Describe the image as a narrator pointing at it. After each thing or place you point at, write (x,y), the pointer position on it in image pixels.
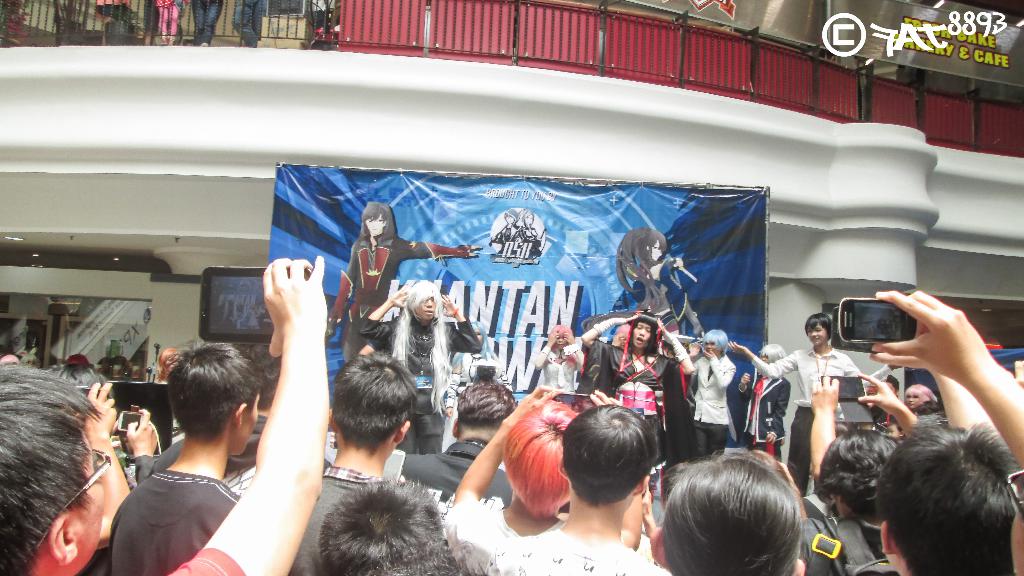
There is a crowd (643,431). Some are holding mobiles (862,335). In the back (559,326) there are few people (559,326) performing on the platform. Also there is a banner (510,254). in the background (335,90) there is a building (277,73) with railing (533,31). On the building (912,58) there is a name board (916,56). In the right top corner (899,31) there is a watermark (836,30).
